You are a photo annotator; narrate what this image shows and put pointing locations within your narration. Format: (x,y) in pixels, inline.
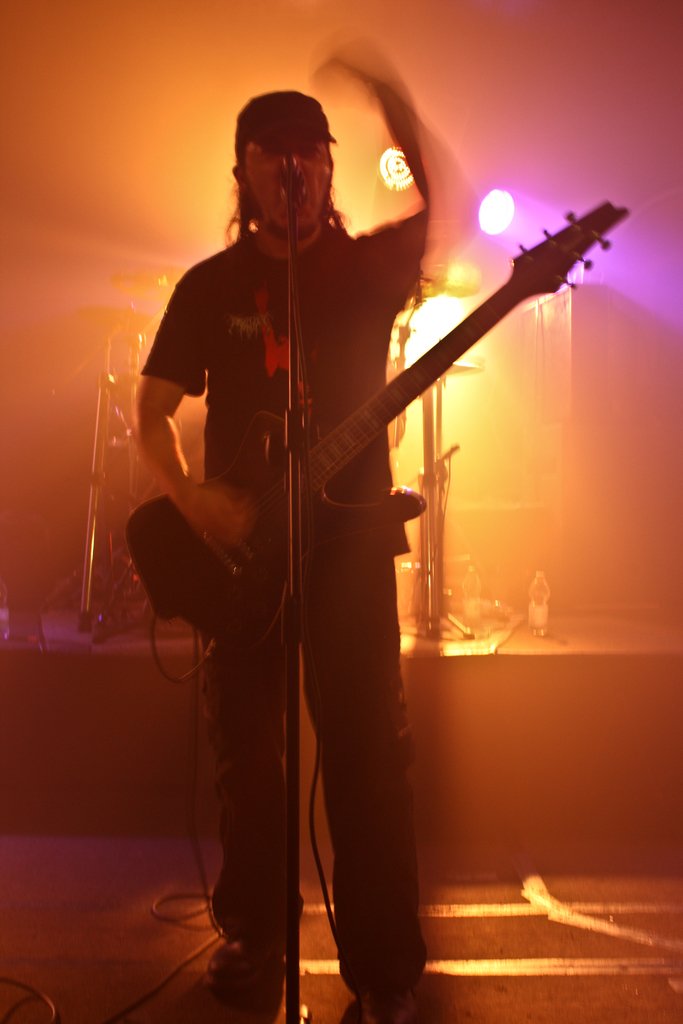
In the center (319,479) we can see man (331,382) standing and holding guitar (271,419). In front of him we can see microphone (289,170). And coming to back there is a lights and few musical instruments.
